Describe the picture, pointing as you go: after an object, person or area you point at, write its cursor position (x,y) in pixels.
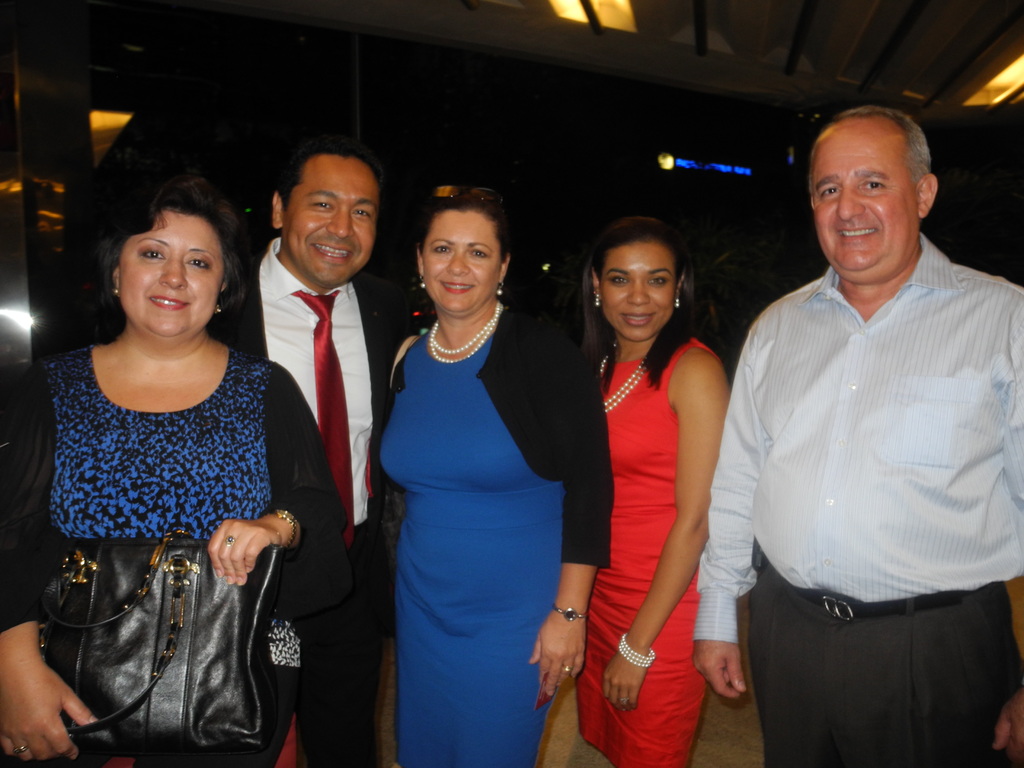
This is a picture taken in a room (959,141), there are group of people (705,429) standing on the floor (715,717). The woman (201,490) in blue and black dress (228,467) was holding a black bag (152,632). Behind the people (335,481) there is a wall (519,133) with lights (714,168). On top of them there is a ceiling (834,61).
